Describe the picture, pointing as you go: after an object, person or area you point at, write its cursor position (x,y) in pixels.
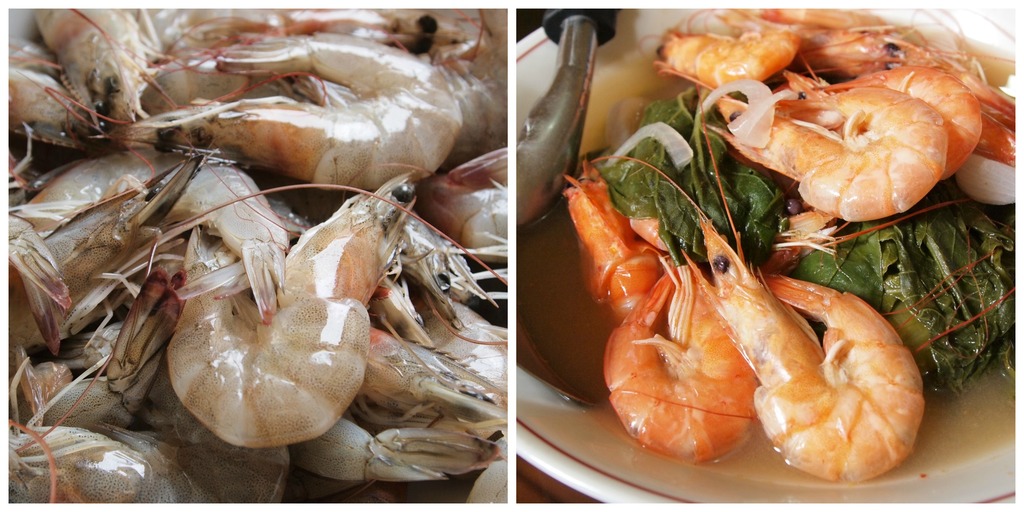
This image is a collage of prawns (656,335).
